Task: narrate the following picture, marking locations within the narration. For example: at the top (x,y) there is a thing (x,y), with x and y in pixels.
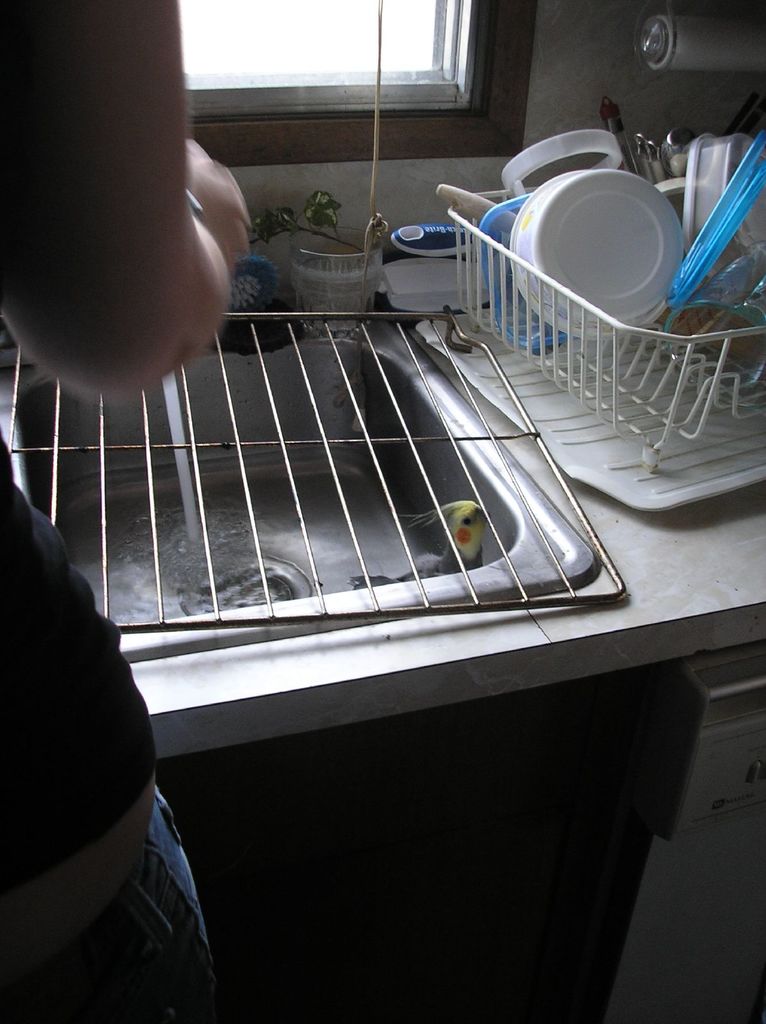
In the image there is a sink (247,414), on that there is a grill (455,326) and beside the sink (328,388) there is an object (563,290) and in that there are some vessels (549,290) and in the background (285,143) there is a window (347,28). There is a person (116,797) standing in the foreground (109,773).
